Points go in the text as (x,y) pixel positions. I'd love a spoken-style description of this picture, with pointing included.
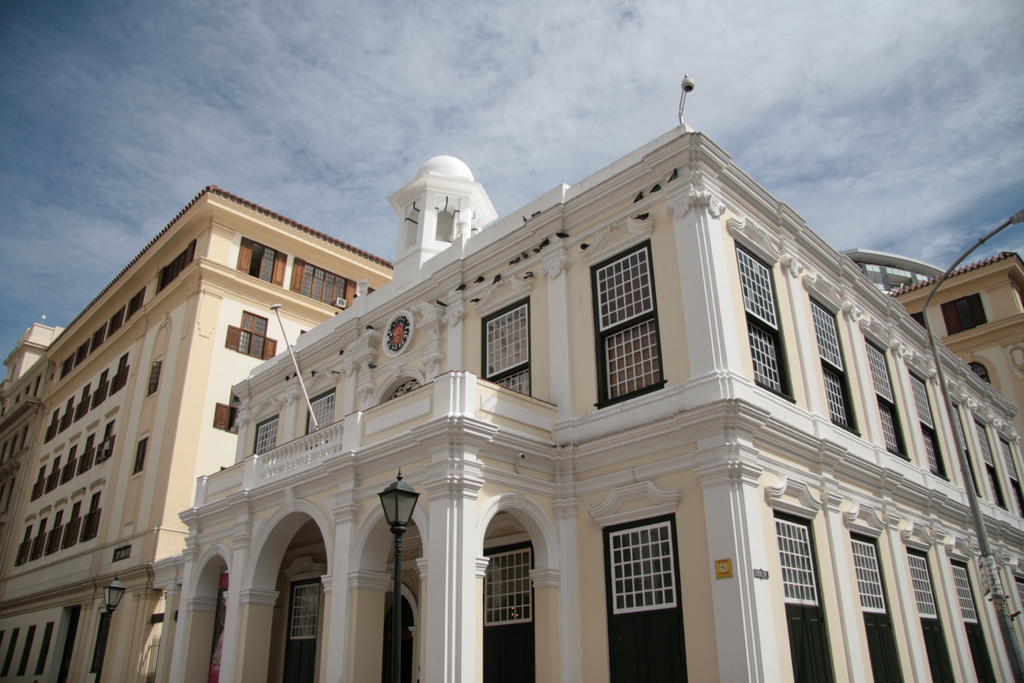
In the center of the image (547,363) we can see buildings (452,364). In the background (249,90) we can see sky (363,81) and clouds (458,66).
